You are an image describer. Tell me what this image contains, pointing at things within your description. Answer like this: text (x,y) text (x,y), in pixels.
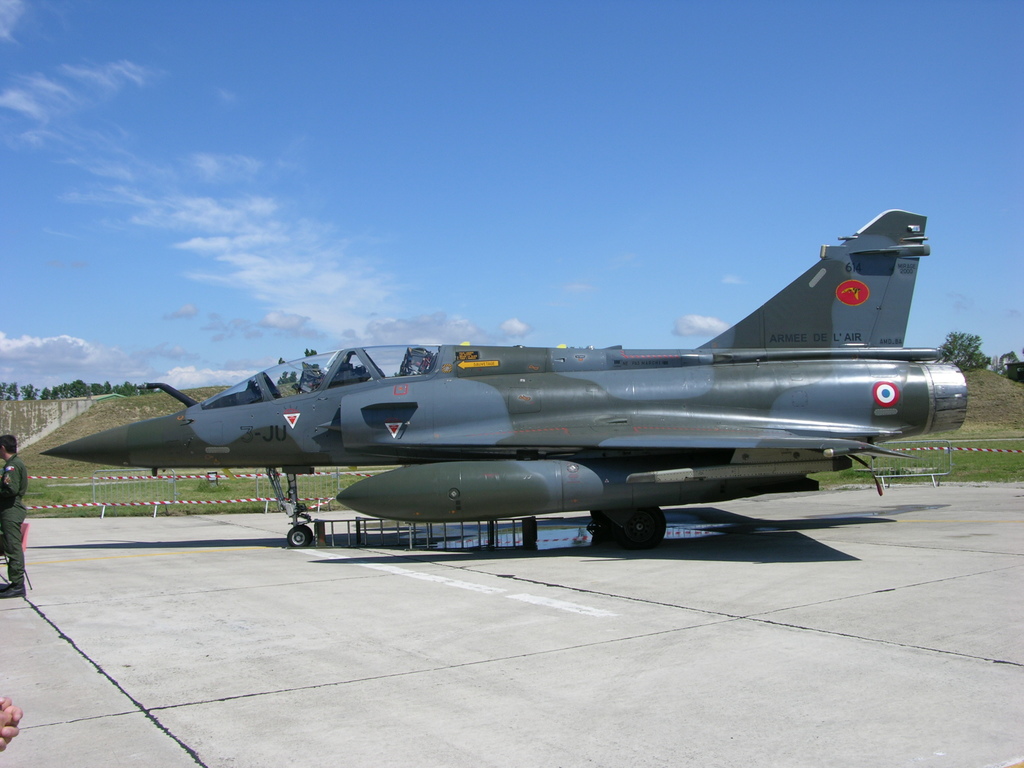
Here, we can see an aircraft (849,367) and there is green grass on the ground (865,481) at some area, at the left side (13,501) there is a person (19,544) standing, at the top (581,70) we can see a blue color sky (548,70).
